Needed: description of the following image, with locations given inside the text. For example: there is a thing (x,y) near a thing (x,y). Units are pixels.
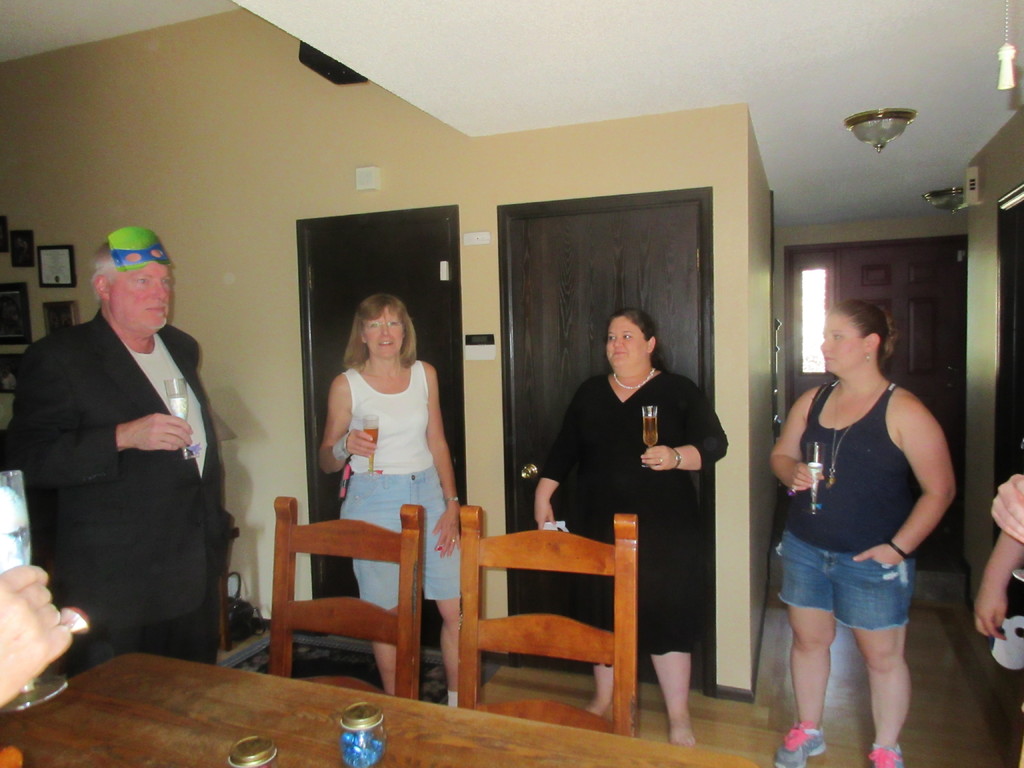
In this image, there is an inside view of a house (951,449). There are some persons (600,456) wearing clothes (685,439) and holding glasses (648,424) with their hands (369,447). These persons (215,518) are standing in front of the table (443,745) and chairs (563,541). There are some photo frames (17,255) attached to the wall (23,271) on the left side of the image (30,243).
